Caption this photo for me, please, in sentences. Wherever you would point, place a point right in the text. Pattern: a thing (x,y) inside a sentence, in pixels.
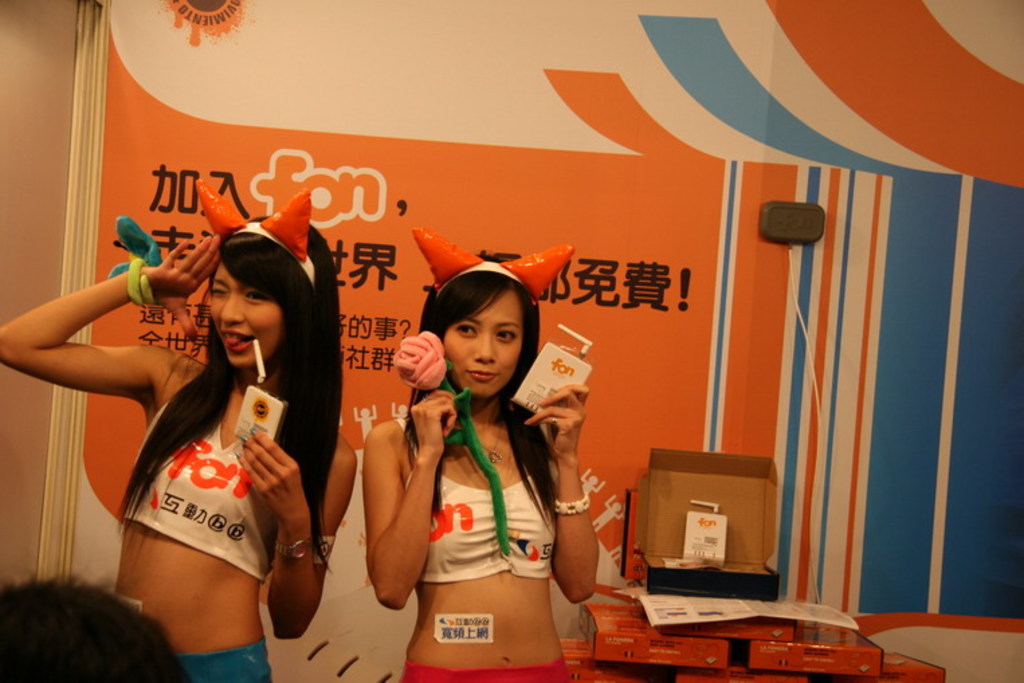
In this picture there are two girls (509,272) on the left side of the image (312,393) and there are boxes (768,585) on the right side of the image (793,666), there is a poster (512,233) in the background area of the image (481,110).
